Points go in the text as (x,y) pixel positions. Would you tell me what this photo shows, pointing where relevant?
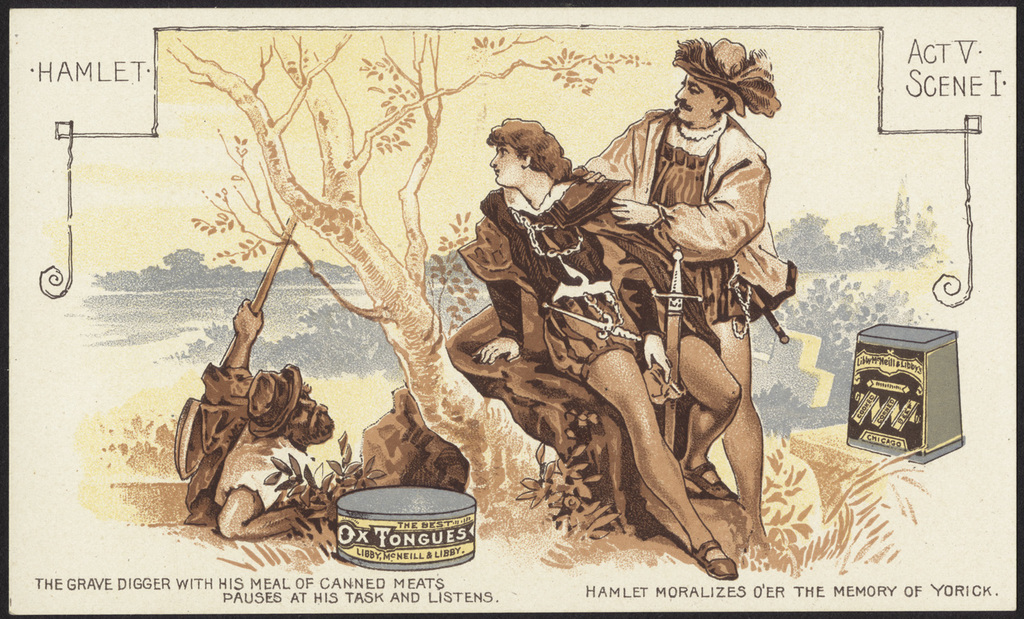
In this image I can see a painting (551,366) of people (482,259), trees (477,395) and other objects (451,527). Here I can see something written on the image.
